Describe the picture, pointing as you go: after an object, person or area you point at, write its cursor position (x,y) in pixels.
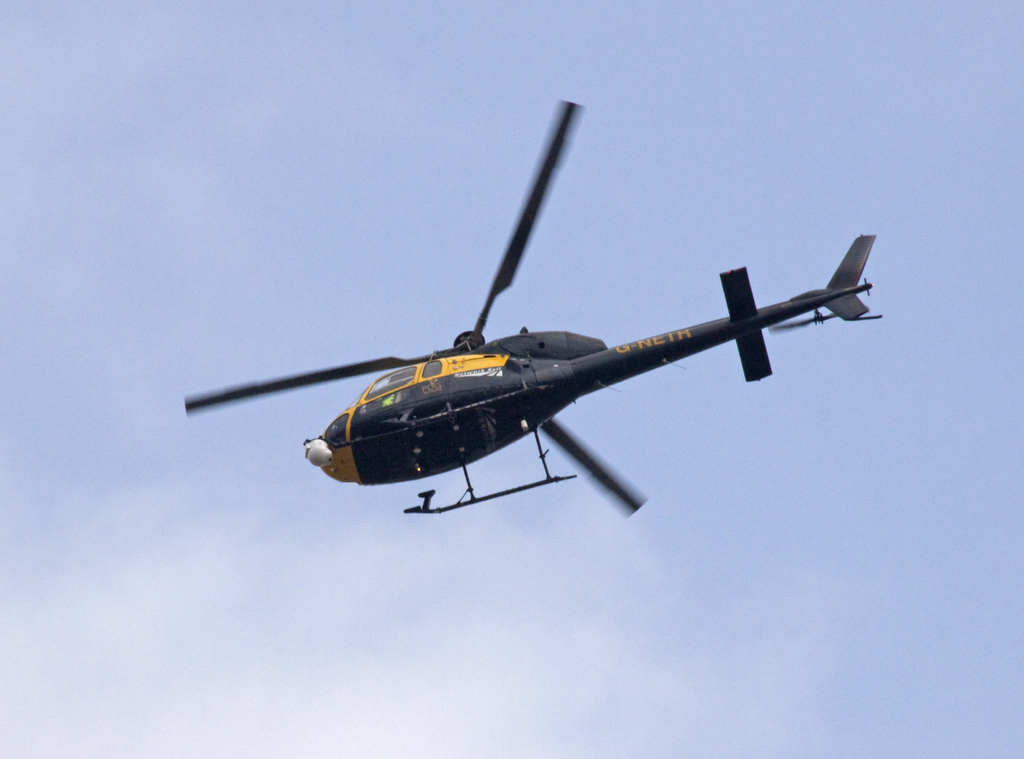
In this image we can see an aircraft (461,416). There is the sky (393,269) in the image.
